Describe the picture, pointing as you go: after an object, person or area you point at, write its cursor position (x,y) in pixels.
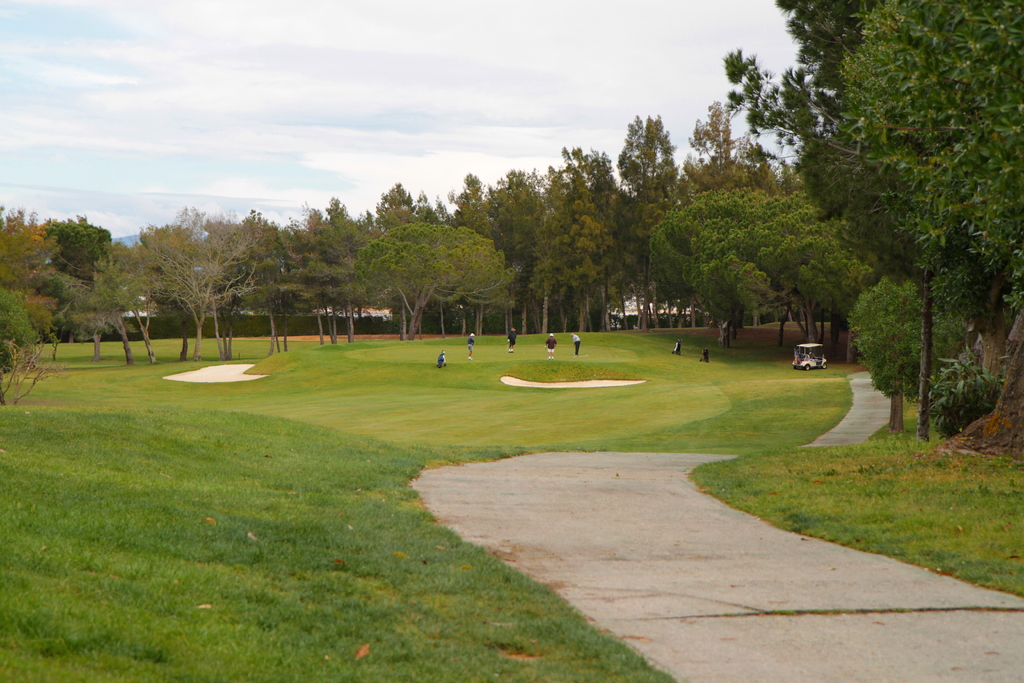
This is a ground (400,654). On the right side (732,580), I can see a road (591,532). On both sides of the road (528,481) I can see the grass (816,502). In the background (471,352), I can see few people (551,341) are playing. On the right side (806,367) there is a vehicle (815,356). In the background (746,229) there are many trees (459,258). At the top (304,136) I can see the sky (328,116).
